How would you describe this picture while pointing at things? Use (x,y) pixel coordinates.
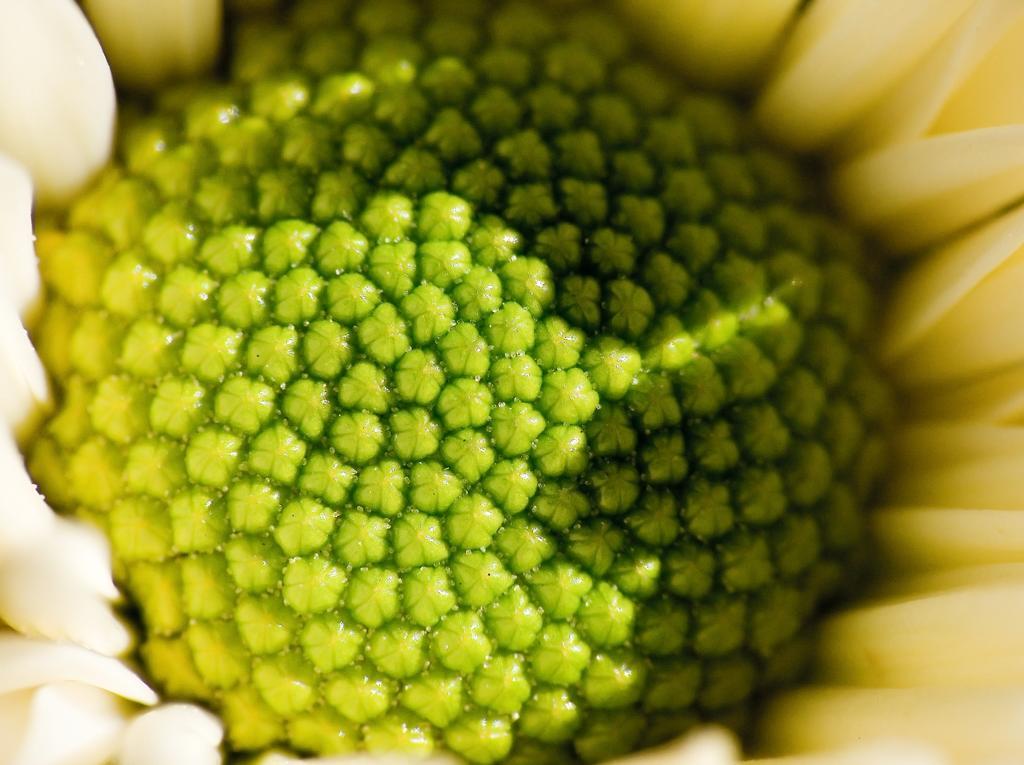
In this image we can see a flower (490,544).
